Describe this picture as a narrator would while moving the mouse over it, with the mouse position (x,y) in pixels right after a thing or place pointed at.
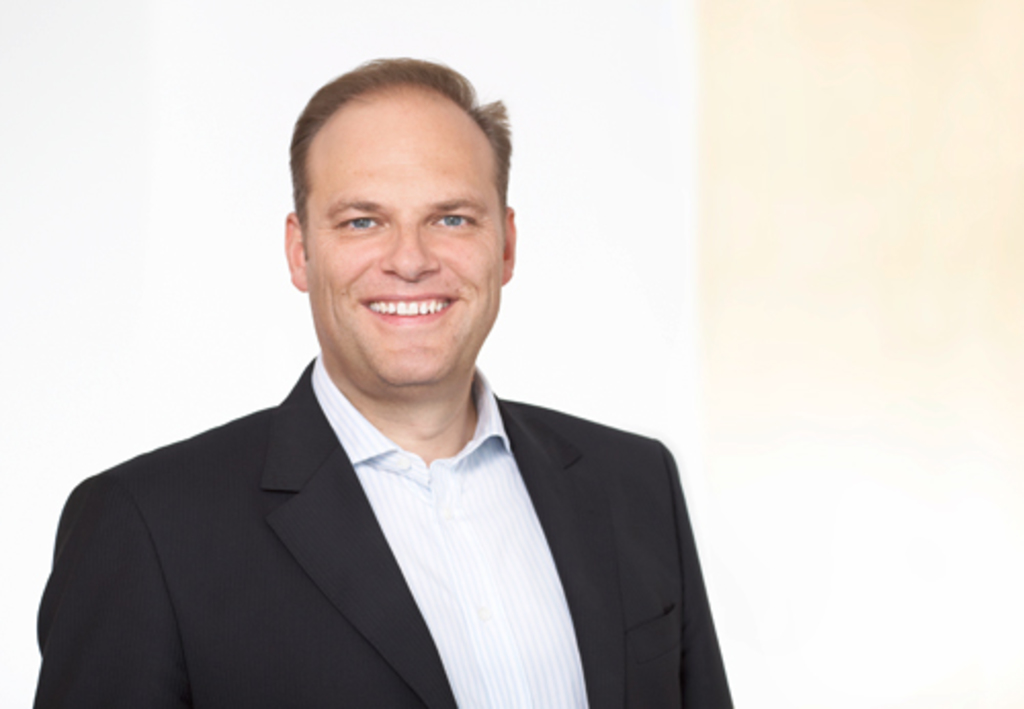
This is the man (452,468) standing and smiling. He wore a shirt (433,548) and suit (622,531). The background (168,163) looks white in color.
